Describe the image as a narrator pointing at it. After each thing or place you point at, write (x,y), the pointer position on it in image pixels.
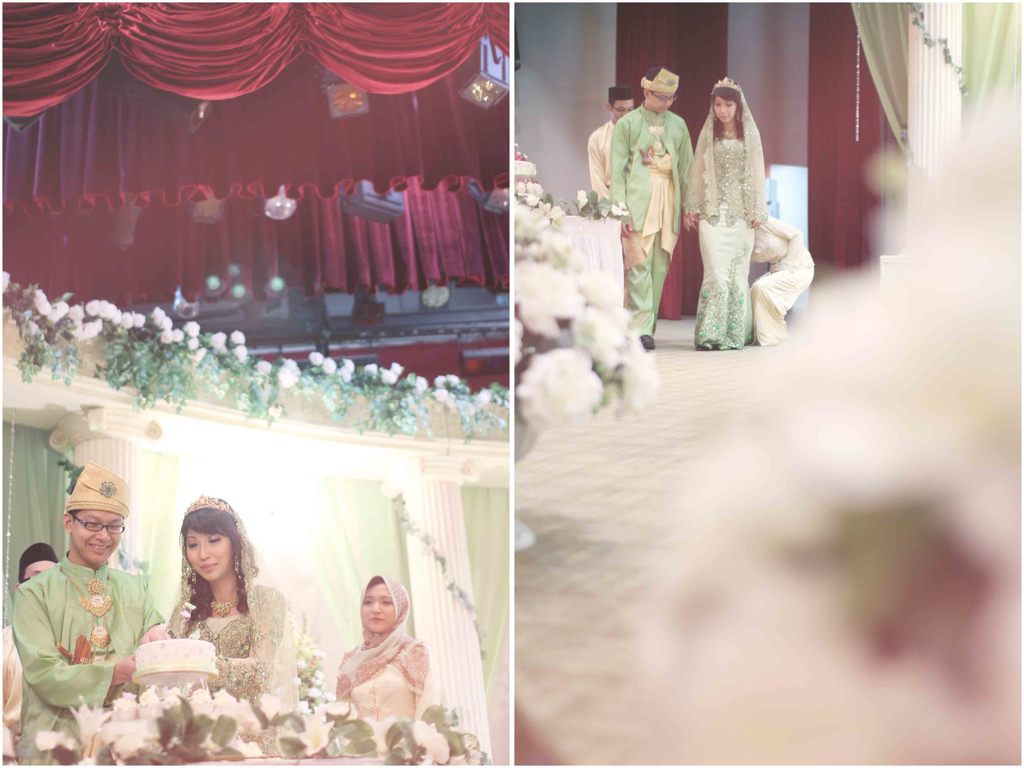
In this image I can see the collage picture in which I can see a person (89,601) wearing green colored dress (61,606) and a woman (182,607) wearing cream colored dress (220,618) are standing and cutting the cake (170,660). In the background (353,687) I can see few other persons (409,703), the red colored curtains (233,143), few pillars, few flowers (167,320) and few other objects (197,309).
